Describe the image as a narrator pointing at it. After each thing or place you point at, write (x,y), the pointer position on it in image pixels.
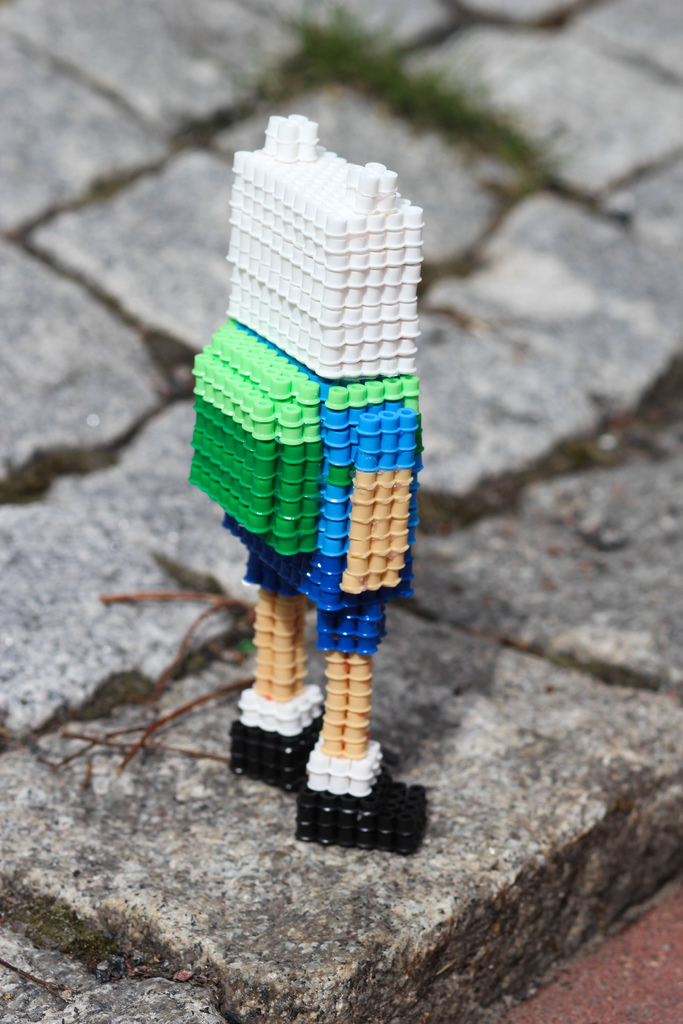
It's a toy (279,300) in the shape of a human (353,454) on this stone floor (423,396).
